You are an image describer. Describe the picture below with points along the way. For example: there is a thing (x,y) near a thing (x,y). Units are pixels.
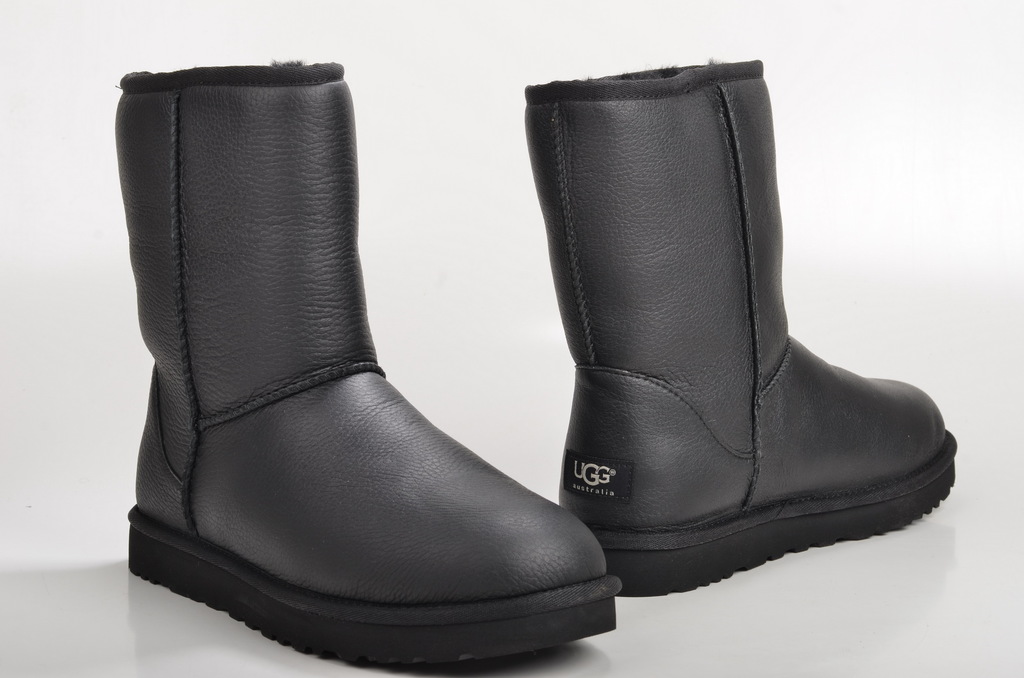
In this image we can see there is a pair of shoes (451,443) on the white color surface (130,407).
